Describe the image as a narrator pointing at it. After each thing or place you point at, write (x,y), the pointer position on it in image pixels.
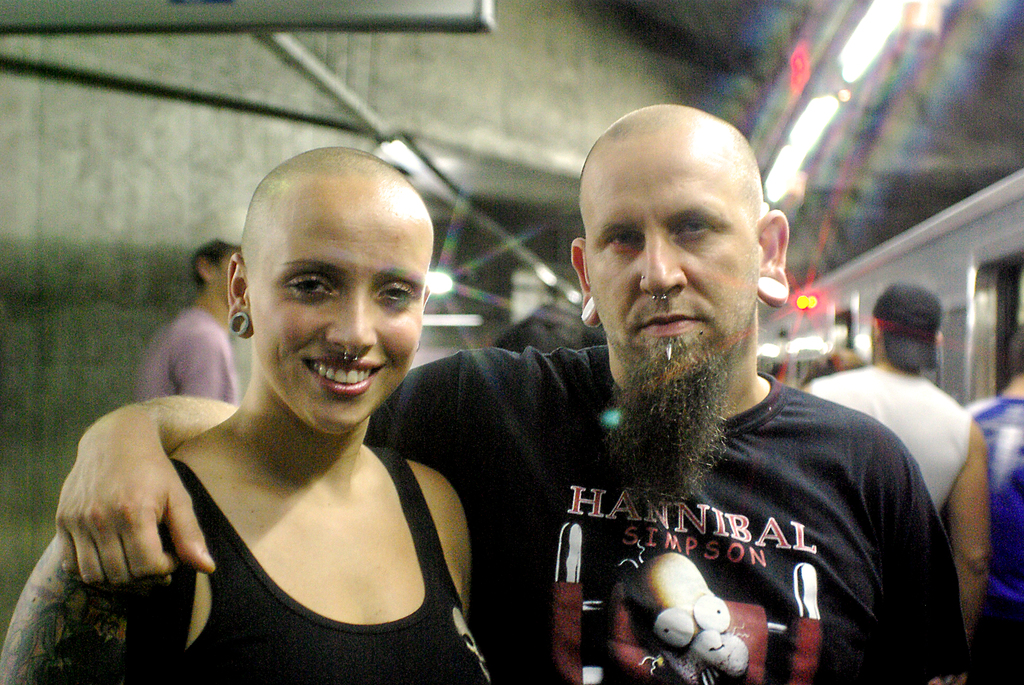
This 2 persons (669,288) are highlighted in this picture. This woman (283,575) smiles beautifully. This man (539,452) wore black t-shirt (635,547). He kept his hand (180,553) on this woman (220,456). Backside few persons (893,384) are standing. The person (907,354) in white t-shirt (884,399) wore cap (916,325). Far there are lights (841,73) attached with roof top (790,66).
